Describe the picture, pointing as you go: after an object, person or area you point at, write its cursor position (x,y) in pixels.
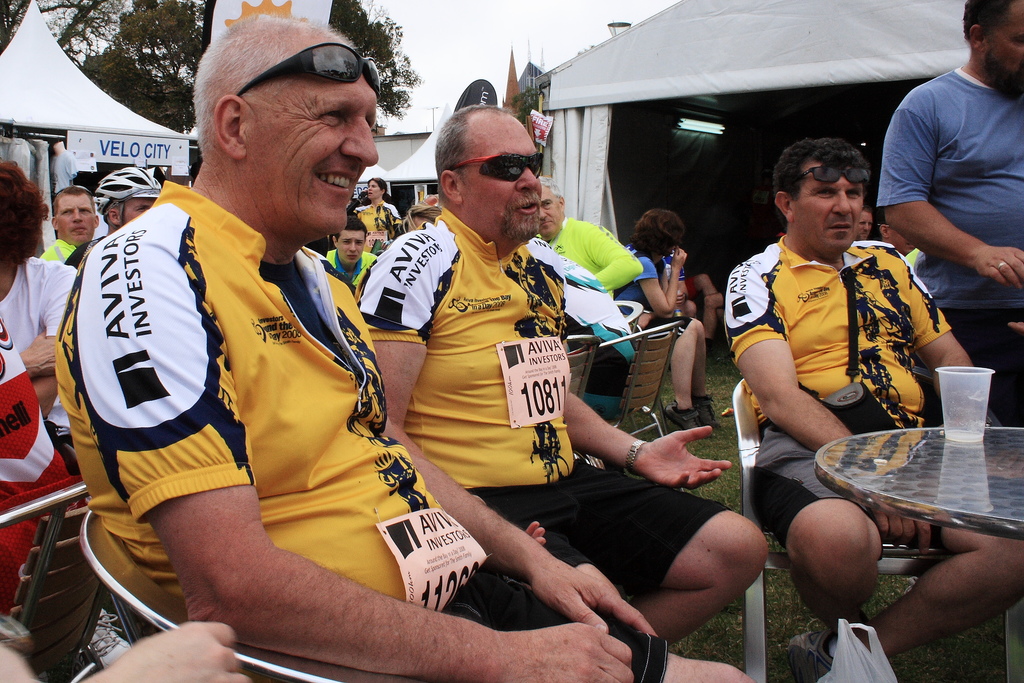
In this picture we can see group of person (873,335) sitting on the chair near to the round table (961,523). Here it's a water glass (963,413) on the table (952,511). On the top right (969,219) there is a man (979,174) who is wearing blue t-shirt (979,179). On the background (630,256) we can see many persons (630,270) sitting near to the tent (599,115). Here it's a tube light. On the bottom right (852,650) there is a plastic cover (867,655). On the top (483,21) we can see sky (460,30). On the top left (119,58) there is a tree (141,41).
